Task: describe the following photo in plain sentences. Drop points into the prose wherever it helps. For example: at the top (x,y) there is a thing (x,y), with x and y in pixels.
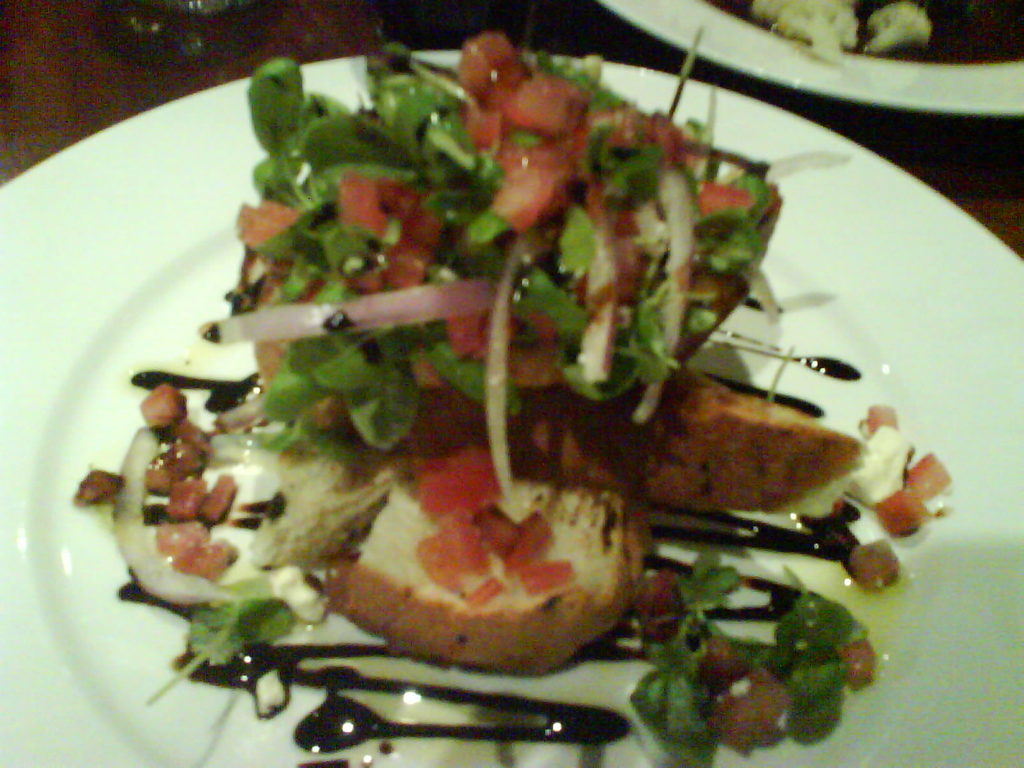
In a white plate (969,635) I can see the breads (542,509), tomato (566,176), leaves (375,153) and other vegetable pieces (442,308). Beside that I can see the balsamic lines (371,716). At the top (965,146), on the table (198,44) I can see the glass (177,16) and plates (884,66).
